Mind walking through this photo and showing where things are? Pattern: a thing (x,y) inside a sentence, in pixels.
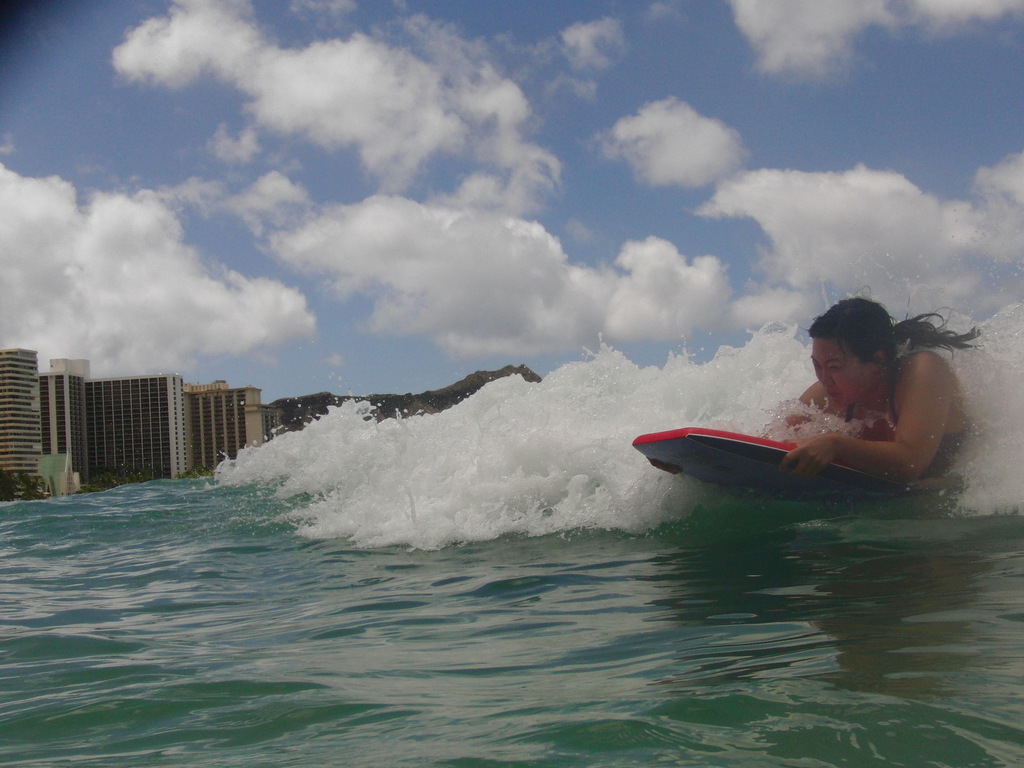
On the right middle (927,488) a woman (913,328) is bodyboarding in the ocean (898,511) who is half visible. At the bottom (14,638) water (377,721) is visible blue in color. In the left middle (46,433) buildings (12,442) are visible and mountain (421,393) visible. On the top (20,198) sky (37,235) visible of blue in color. This image is taken during day time in the ocean (479,529).
